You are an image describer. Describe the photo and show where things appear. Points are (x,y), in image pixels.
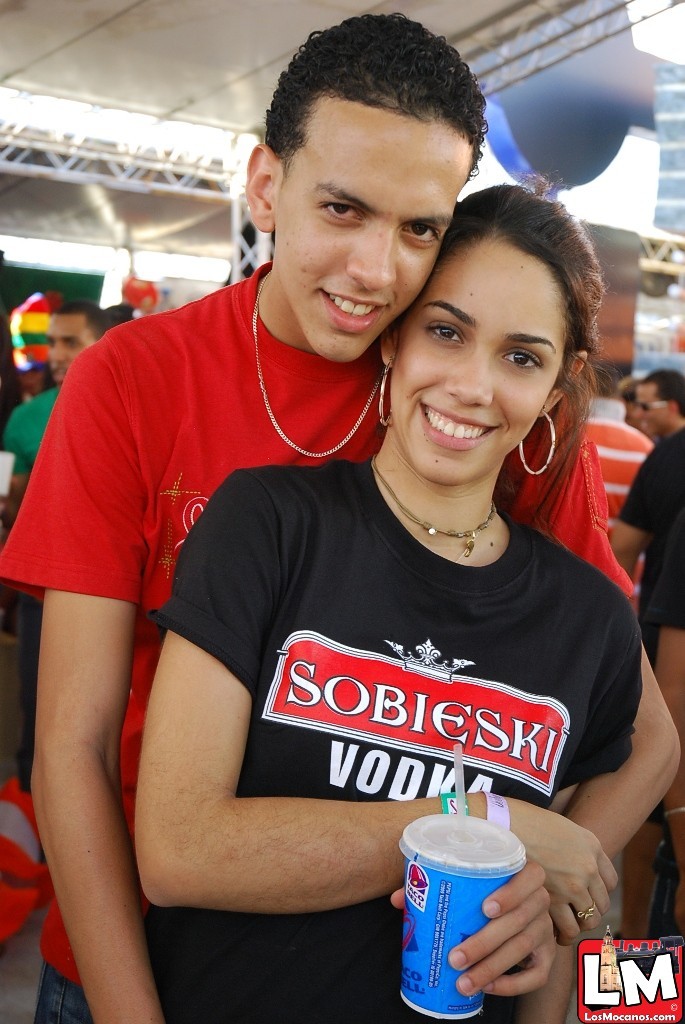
In the center of the image (357,641) we can see a man (296,408) and a lady (369,599) are there. A lady (444,737) is holding a cup (419,821). In the background of the image (44,309) we can see a group of people (616,423) are there. At the top of the image (265,79) roof (241,79) is present.
